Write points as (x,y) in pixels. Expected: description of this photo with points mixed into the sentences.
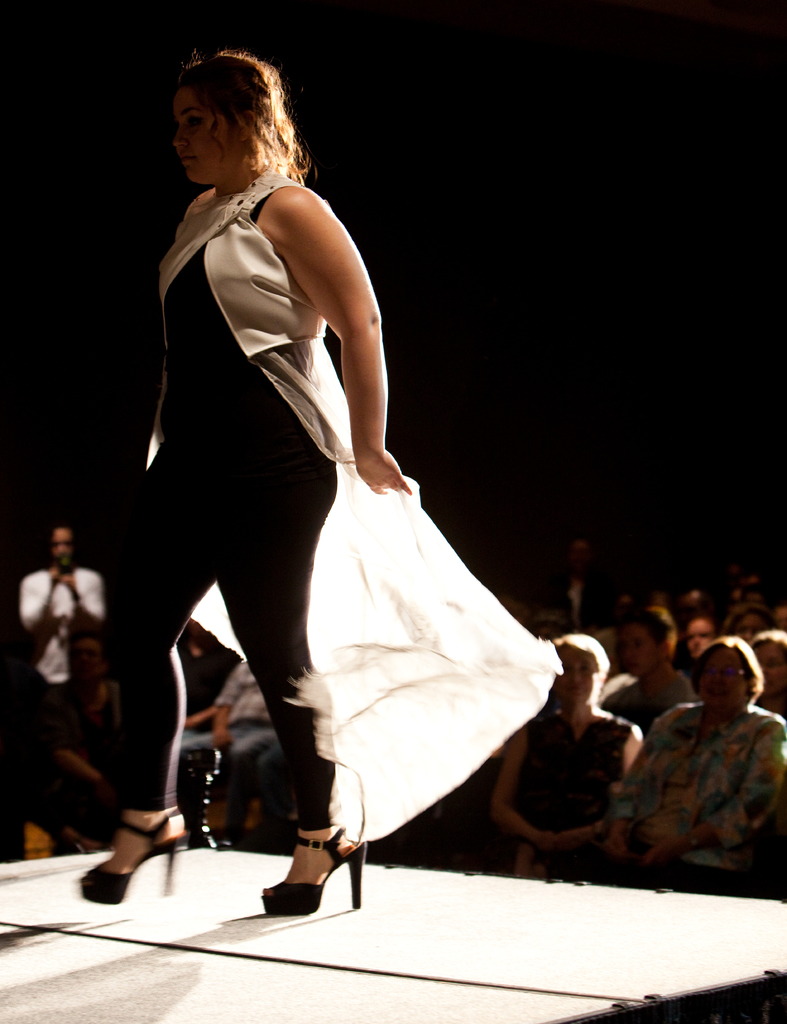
In this image I see a woman (191,497) who is wearing black and white color dress (243,534) and she is on the platform (225,921). In the background (230,712) I see few more people (47,719) and it is dark over here.
